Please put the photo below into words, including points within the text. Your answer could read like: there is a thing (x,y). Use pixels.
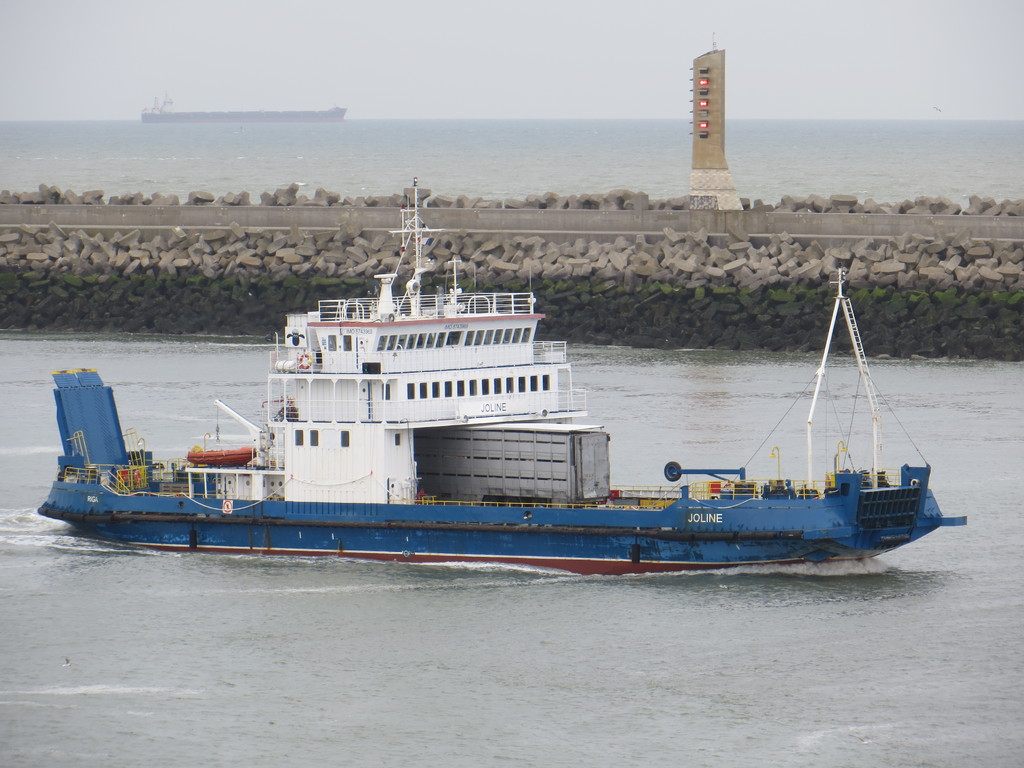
In this image we can see a ship (418,404) in the water (736,623). In the background (992,299), we can see a rock wall (61,249) and a tower (726,179) and the sky (235,97).
